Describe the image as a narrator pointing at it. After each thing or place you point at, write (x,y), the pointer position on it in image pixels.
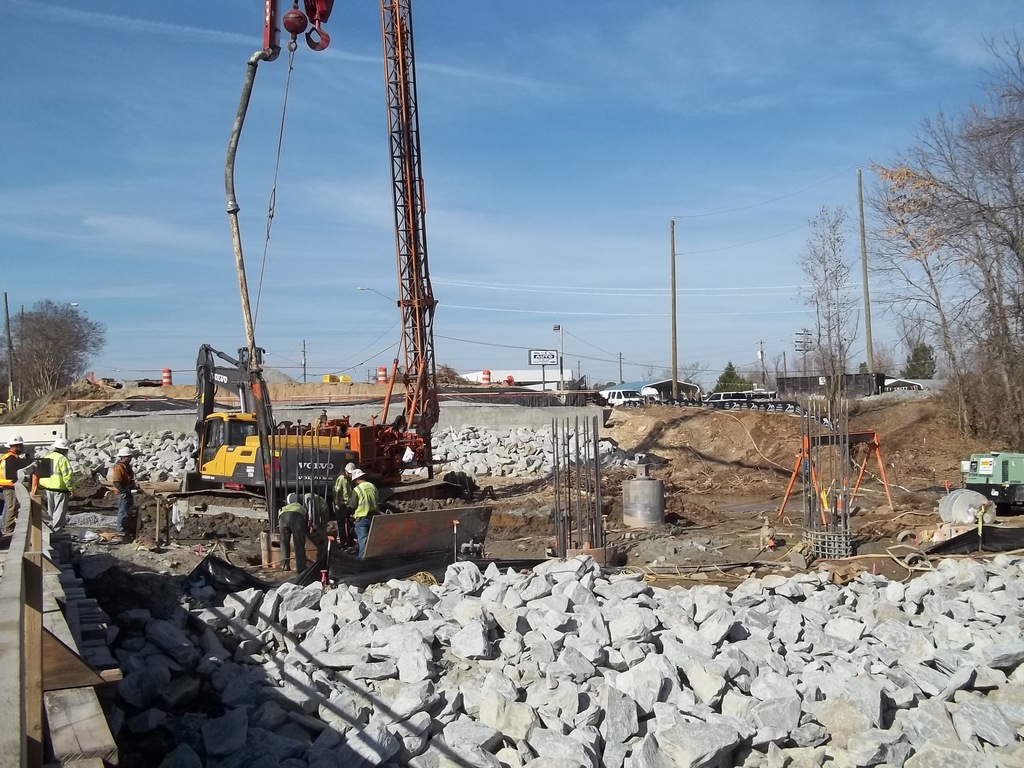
This picture is clicked outside. In the center (397,496) we can see the crane (409,397), group of persons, metal rods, stones (414,617), trees (930,269) and some other objects (822,496). In the background (497,252) we can see the sky (656,300), trees (738,372), poles (671,356), vehicles (727,398) and many other objects (742,404).
